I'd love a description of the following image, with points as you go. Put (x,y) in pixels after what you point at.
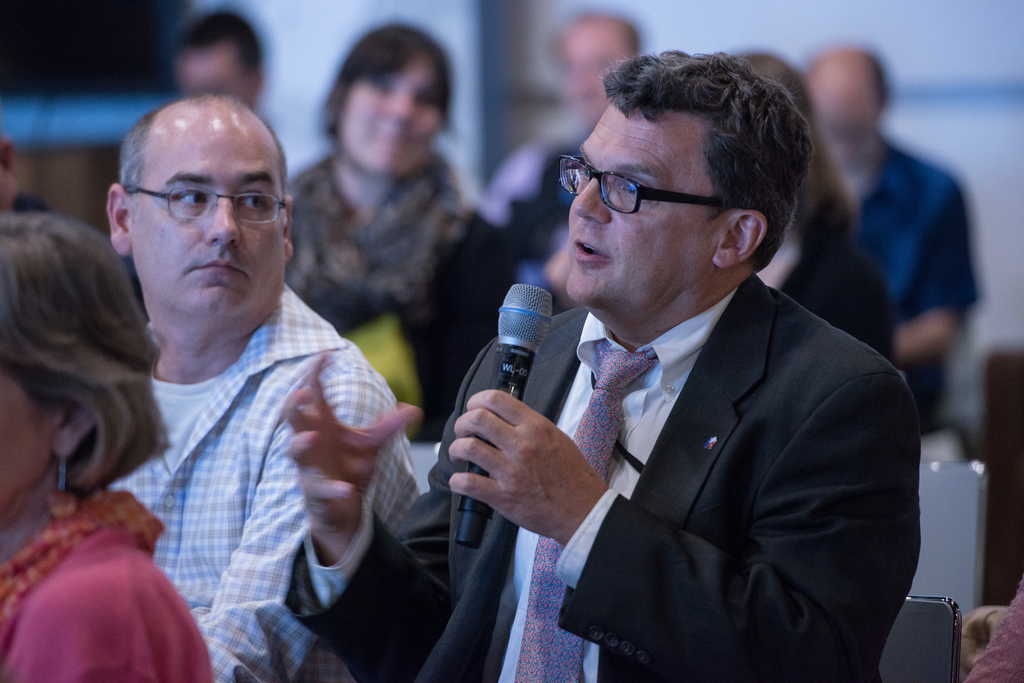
This picture shows a man (326,466) speaking with the help of a microphone (519,323) and he is seated and we see few people (223,56) seated and watching him.
